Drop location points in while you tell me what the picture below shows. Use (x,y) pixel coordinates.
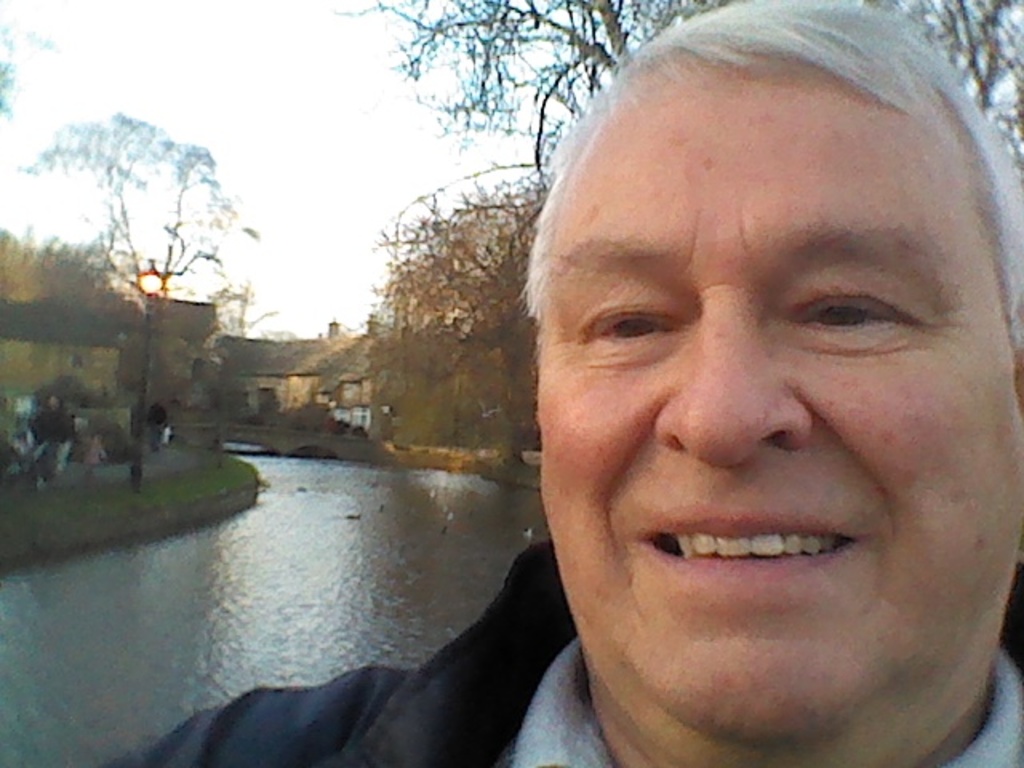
In this picture we can see group of people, on the right side of the image (734,463) we can see a man (791,573), he is smiling, behind to him we can see water (384,501), trees (192,235) and houses (237,362).
